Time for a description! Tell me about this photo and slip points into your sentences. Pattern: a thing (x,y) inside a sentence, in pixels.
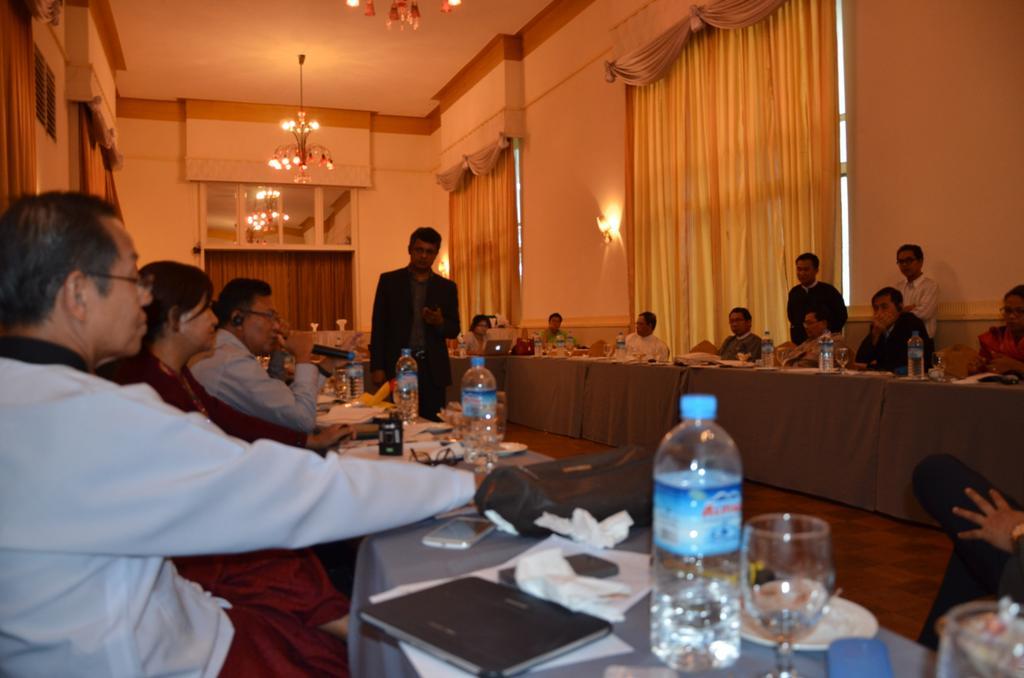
This is a dining hall (375,469) in which some of the people (184,466) are sitting around the table (548,366). There are some laptops (437,621), plates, bottles (727,554) and glasses (774,589) in front of them. One of the guy (409,340) is walking in the middle (412,308). In the background (718,149) we can observe curtains (675,190), lights (308,158) and a wall (388,191) here.
